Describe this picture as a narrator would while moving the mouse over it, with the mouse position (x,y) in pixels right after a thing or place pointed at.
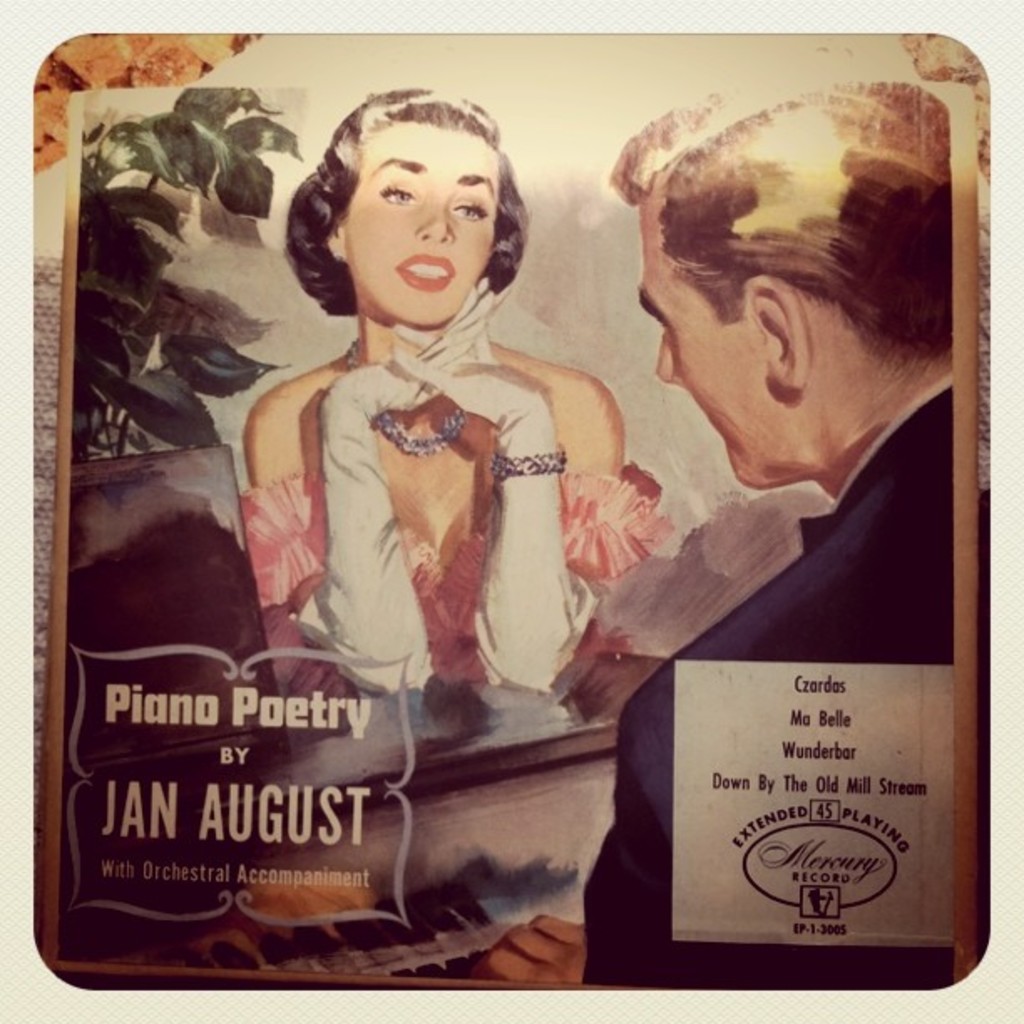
In this image there is a photo (599,473), there are two persons (591,412), there is a musical instrument (450,932), there is a plant (202,141) truncated, there is text (285,821), the background of the image (541,105) is white in color.
